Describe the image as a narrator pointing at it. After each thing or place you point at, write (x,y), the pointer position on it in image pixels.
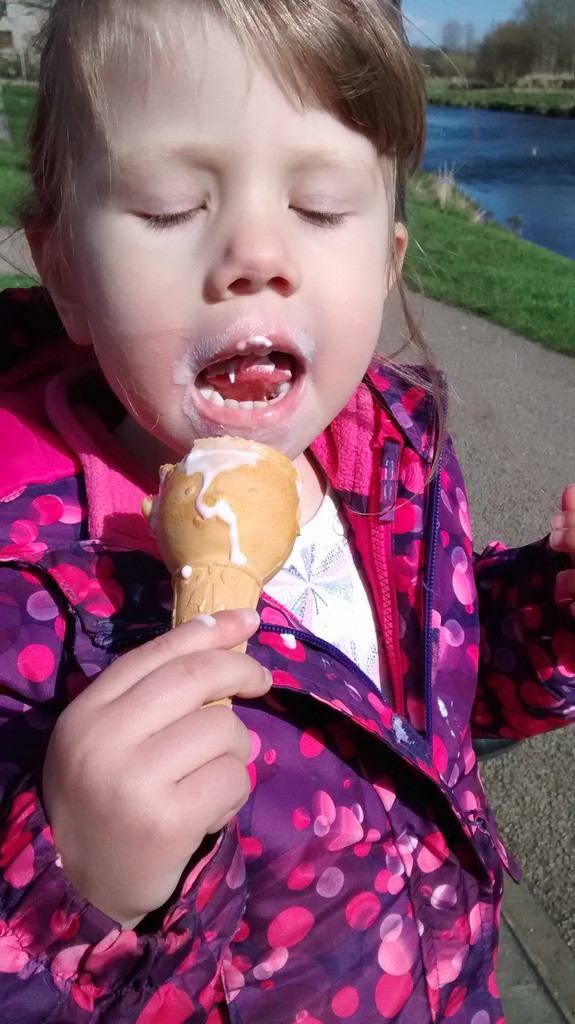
This girl (318,682) is highlighted in this picture. She wore pink and purple jacket (332,718). She holds an ice-cream (264,552). Backside of this girl (311,191) there is a grass (512,263) in green color. Far there are number of bare trees (496,40).
